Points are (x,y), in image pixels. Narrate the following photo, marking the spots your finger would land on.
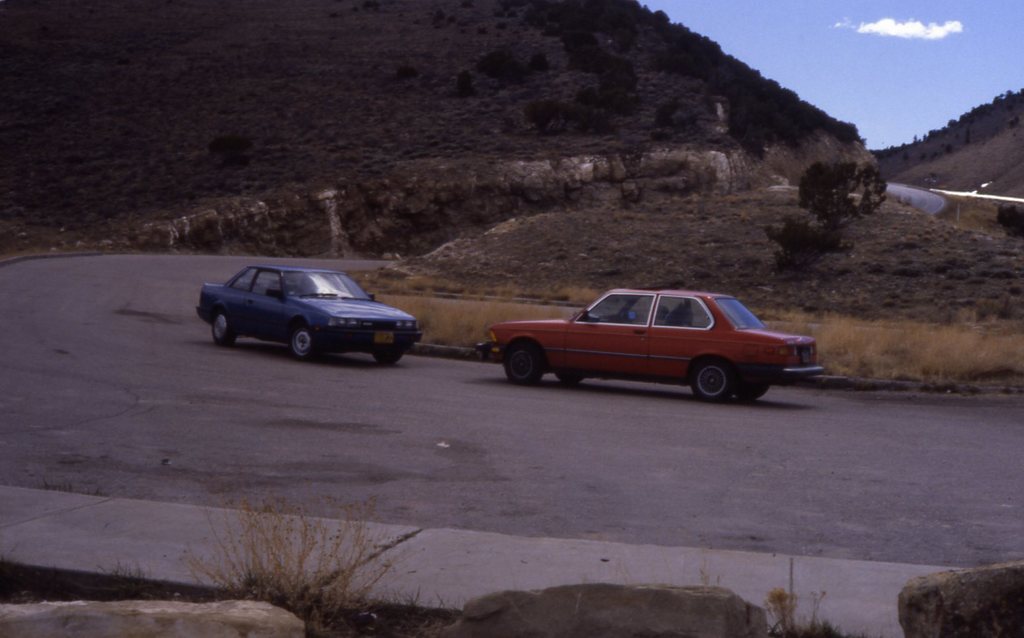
In this image in the middle (583,345), there are two cars (602,364). At the bottom (509,585) there are plants (322,574), stones (647,614) and road (675,524). In the background (952,171) there are hills (788,158), trees (830,199), sky (930,55) and clouds (918,22).
